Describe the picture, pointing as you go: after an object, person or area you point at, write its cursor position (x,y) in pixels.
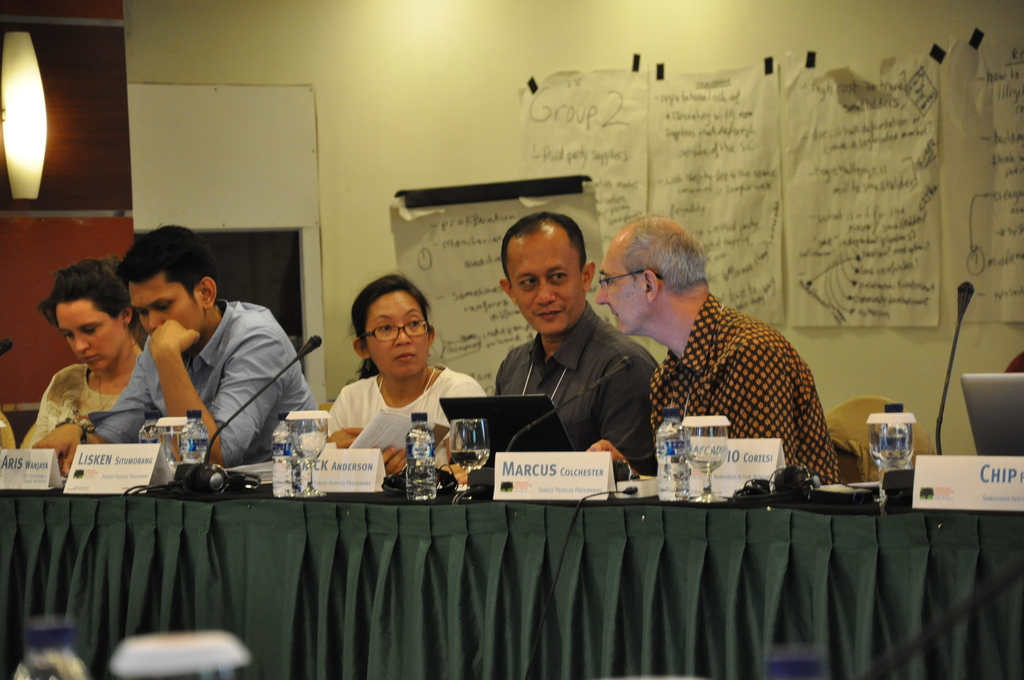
In the image we can see there are five people (342,388), three men (189,366) and two women (404,380) they are wearing clothes (143,410) and two of them are wearing spectacles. It looks like they are talking to each other. Here we can see the chair (847,434) and the table (584,595). On the table (584,595) we can see wine glass (462,466), water bottle (423,482), name plate (573,478), system (540,436) and microphones (211,435). Here we can see the curtains (373,613) and behind them, we can see the posters (741,144) stick to the wall (375,156).
